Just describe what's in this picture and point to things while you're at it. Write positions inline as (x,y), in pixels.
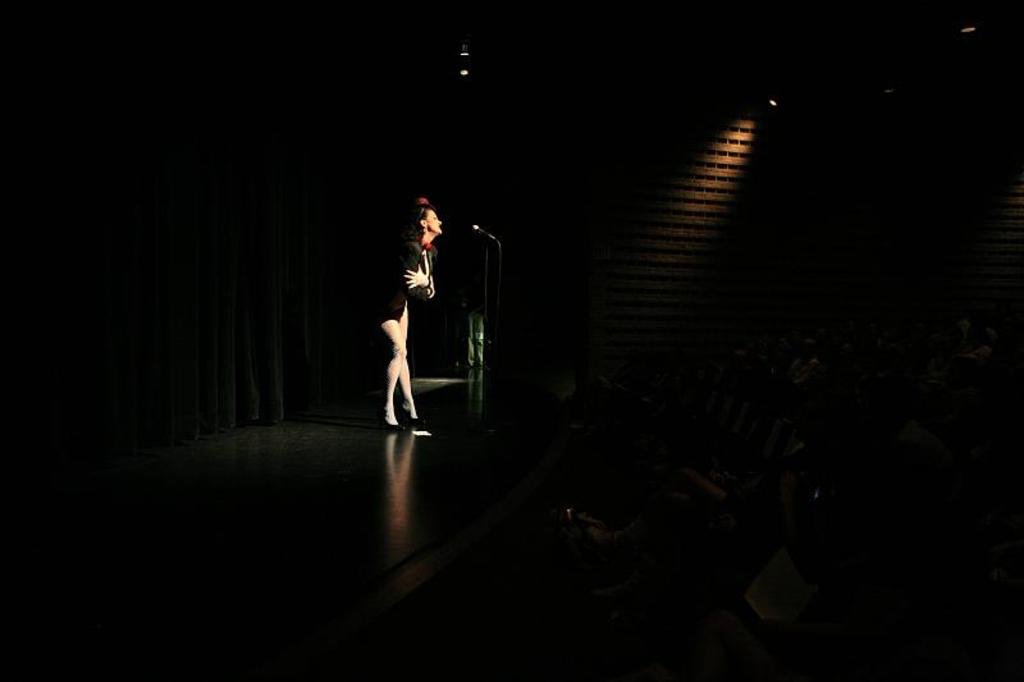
In the middle (391,387) a beautiful woman (435,245) is standing and singing, she wore a black color dress (405,283).
